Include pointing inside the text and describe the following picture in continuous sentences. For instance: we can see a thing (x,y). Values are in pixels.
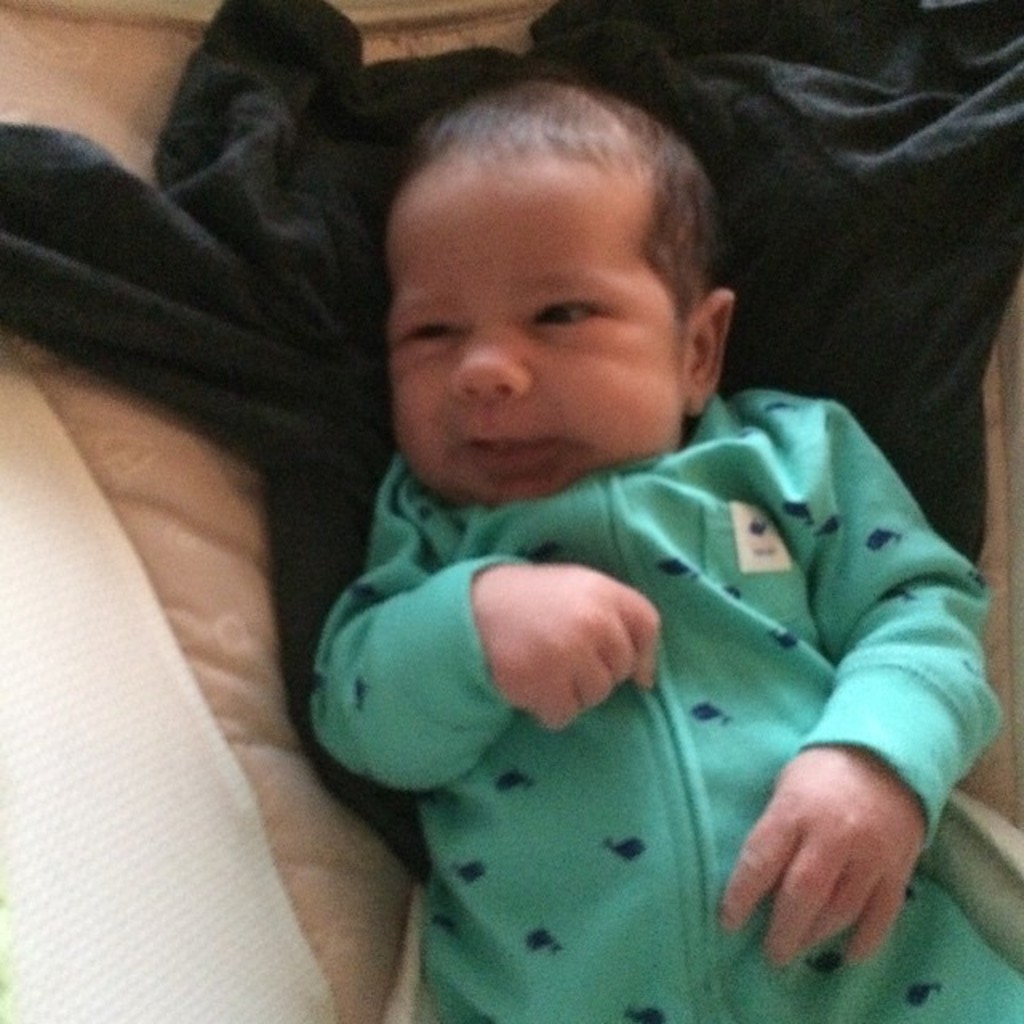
In this image there is a baby (564,528) lying on the bed (80,382), beneath the baby (361,614) there is a cloth (390,442).
